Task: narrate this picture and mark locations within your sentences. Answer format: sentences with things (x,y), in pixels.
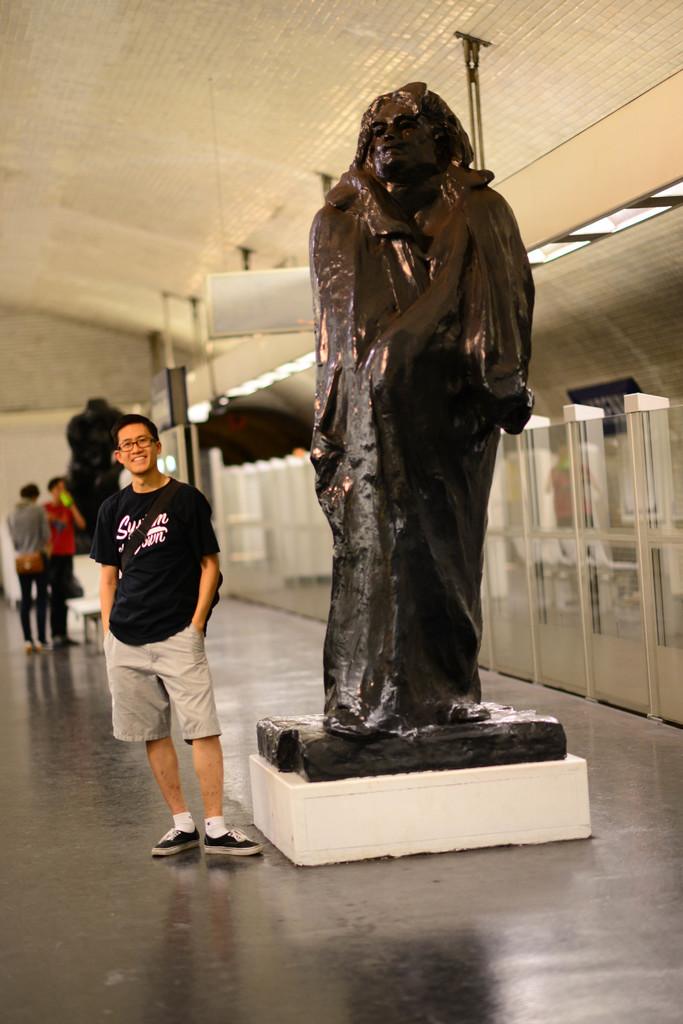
In this we can see a bronze statue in a metro station (416,62) and a person (189,574) is posing beside it. This person (186,509) is wearing a black T shirt (180,594) and grey shorts (209,685) with black shoes (240,829). Behind him there are 2 more spectators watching the other statues (80,438).
